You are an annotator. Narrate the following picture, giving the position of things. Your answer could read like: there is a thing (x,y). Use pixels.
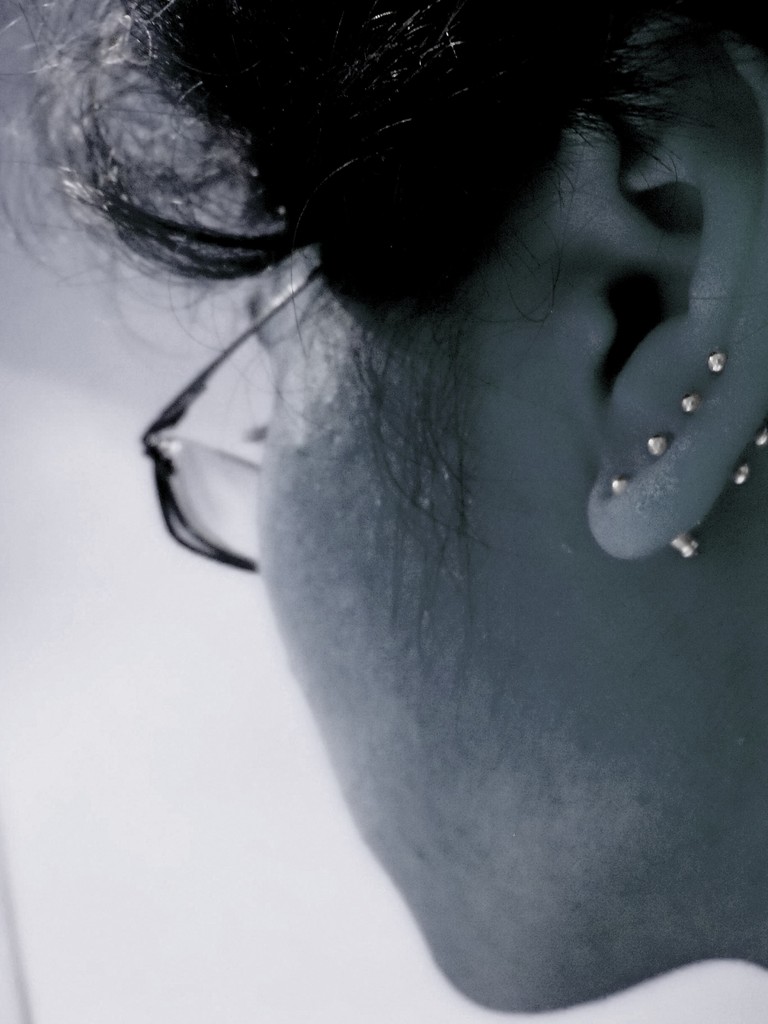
This is a black and white picture. I can see the face (550,742) of a person (376,226) with spectacles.
